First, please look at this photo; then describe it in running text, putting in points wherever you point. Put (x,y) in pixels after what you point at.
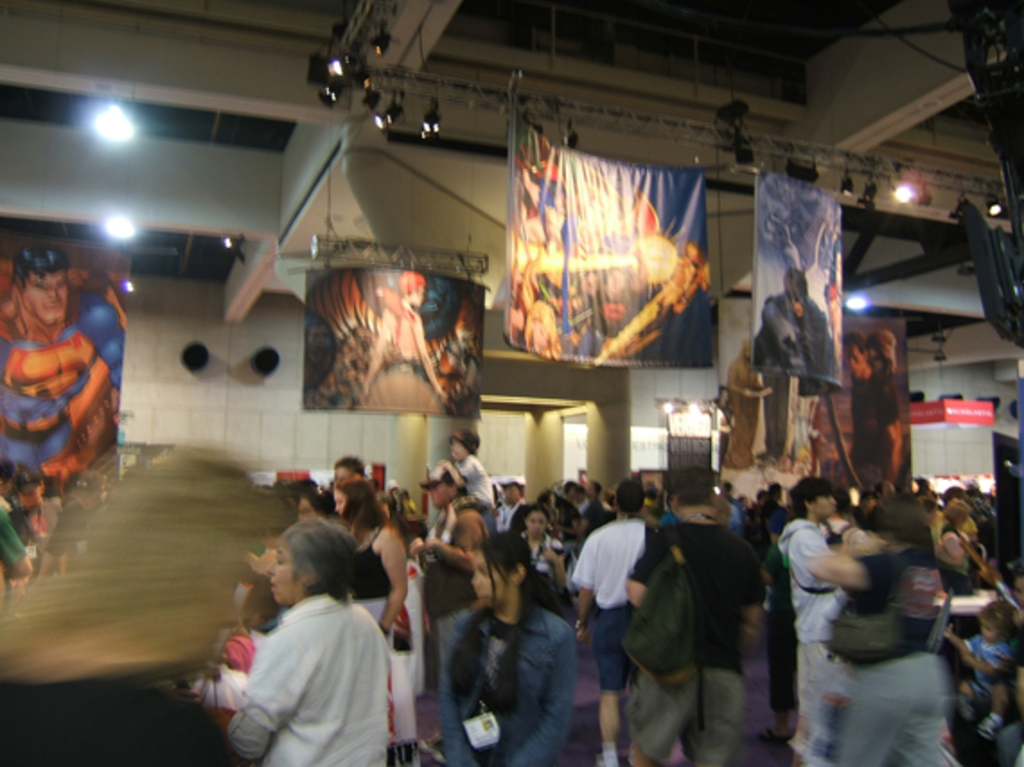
There are group of people (414,544) standing. These are the clothes (394,319) with the pictures (634,284), which are hanging to the roof (405,116). I can see the lights (329,71) attached to the light truss (753,135), which is attached to the roof (393,21). These are the pillars (600,447).
